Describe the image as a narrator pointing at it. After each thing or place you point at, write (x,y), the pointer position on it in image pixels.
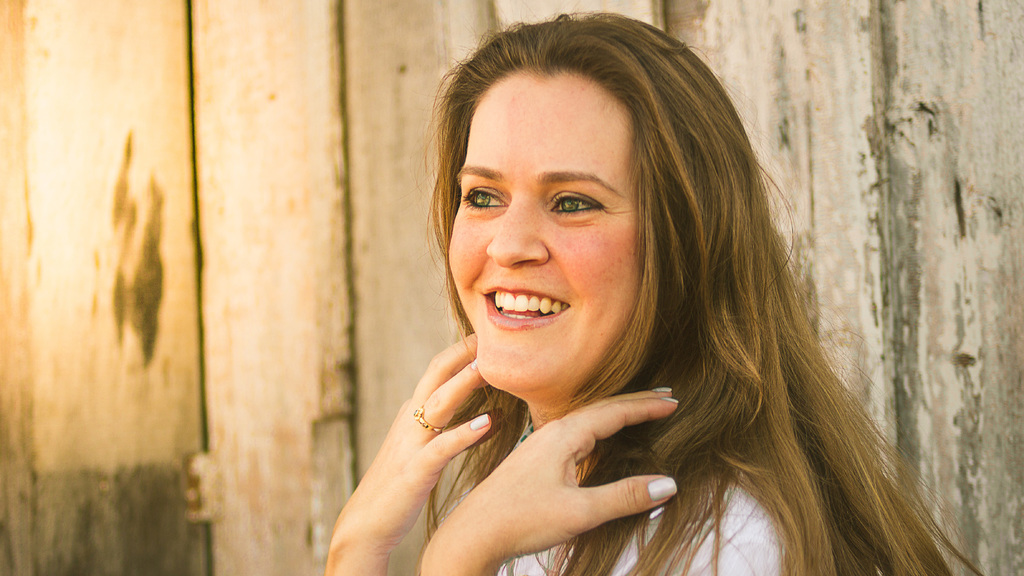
In this picture I can see a woman (535,223) smiling, and in the background (980,62) there is a wooden wall (805,143).
